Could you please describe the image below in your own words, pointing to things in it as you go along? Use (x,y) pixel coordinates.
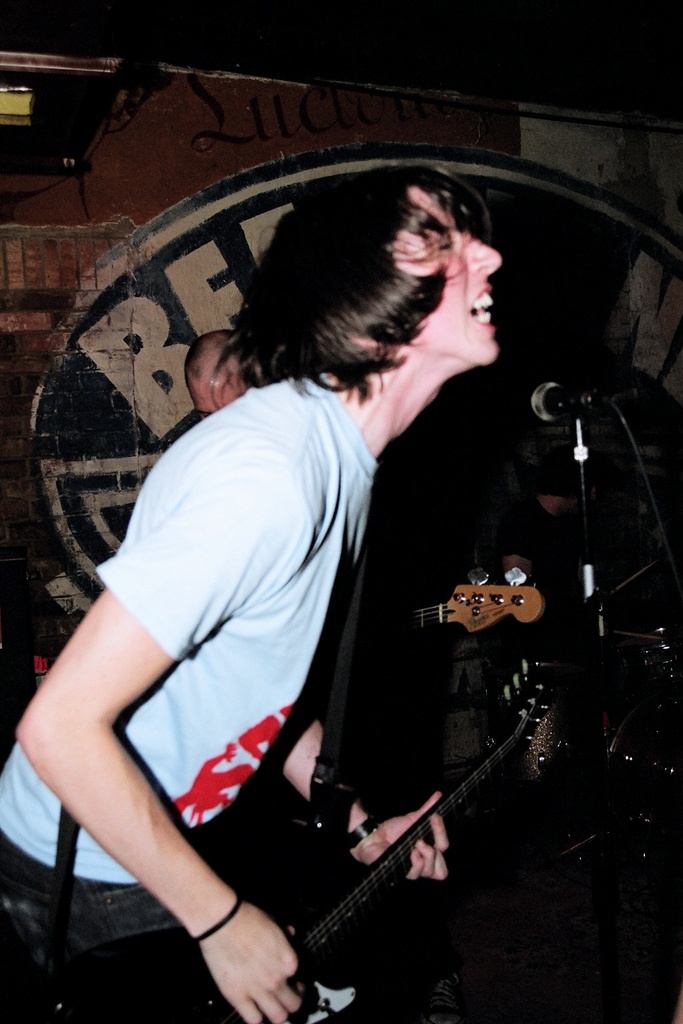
In this image i can see a person (255,562) is playing a guitar (182,991) in front of a microphone (538,394).
